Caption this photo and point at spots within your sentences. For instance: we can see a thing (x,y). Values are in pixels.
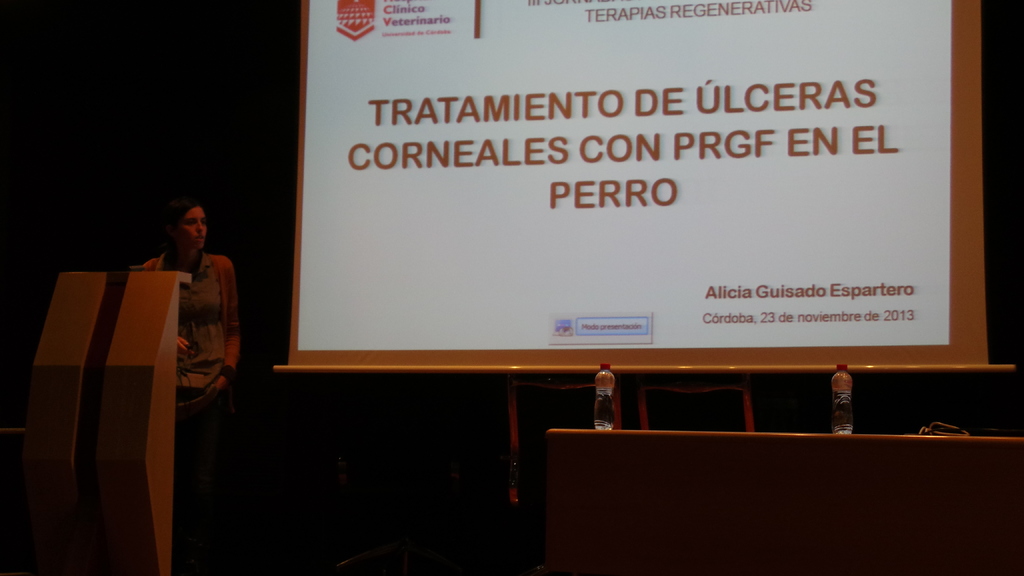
In this image there is a person (151,263) standing in front of the podium (83,305), beside the person (211,270) there are chairs (747,415) and tables (770,446), on the table (774,442) there are bottles of water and some objects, behind the chairs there is a screen (636,346).
